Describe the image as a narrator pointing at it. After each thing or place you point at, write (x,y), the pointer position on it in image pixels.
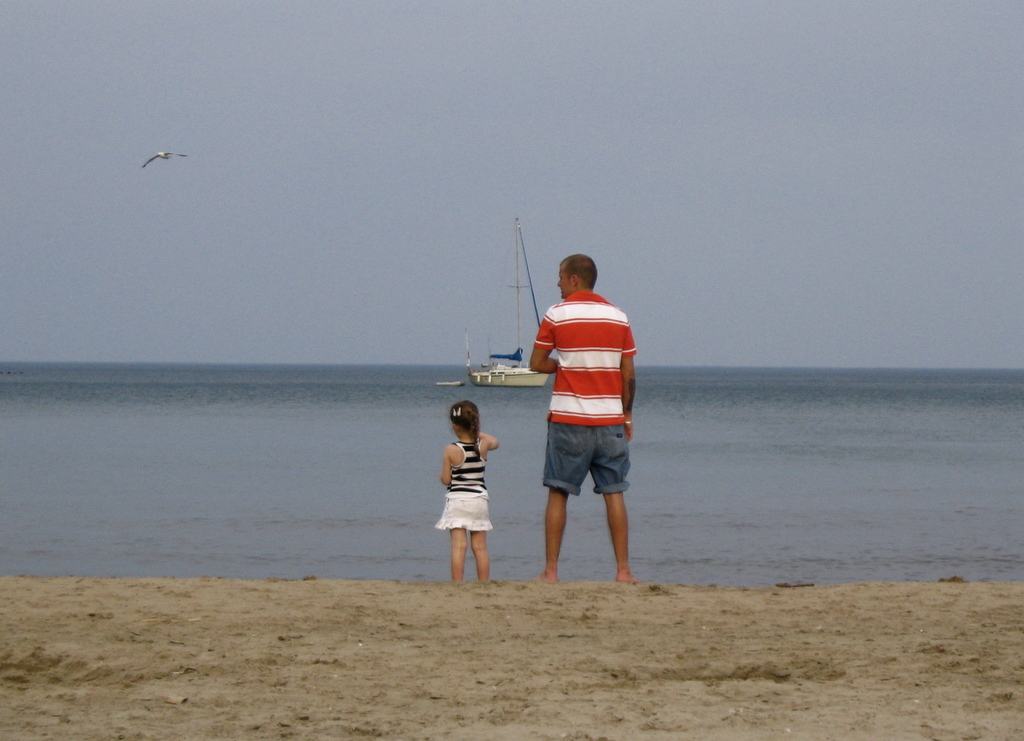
As we can see in the image there is water (170,412), bird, sky (570,177), boat (499,372) and two people (575,472) standing over here.
